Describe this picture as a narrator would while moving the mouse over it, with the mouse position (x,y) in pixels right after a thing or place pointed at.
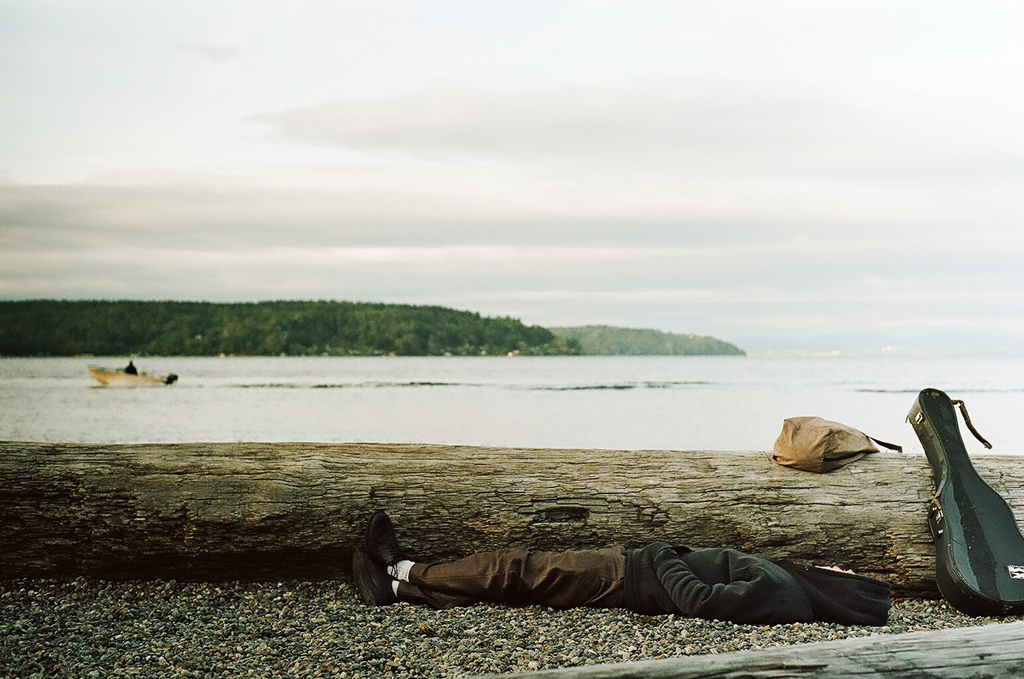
This picture is clicked outside. In the foreground (848,630) we can see a person (594,593) lying on the ground (883,627) and we can see the gravel (686,630), guitar (970,507) and a bag (838,454) is placed on an object (509,501) which seems to be the trunk (878,508) of a tree (905,540). In the bottom right corner (955,644) we can see a wooden object (983,649). In the background (106,189) we can see the sky (584,169), trees like objects (358,326) and we can see a person (135,366) seems to be rowing a boat (122,382) in the water body (519,400).
